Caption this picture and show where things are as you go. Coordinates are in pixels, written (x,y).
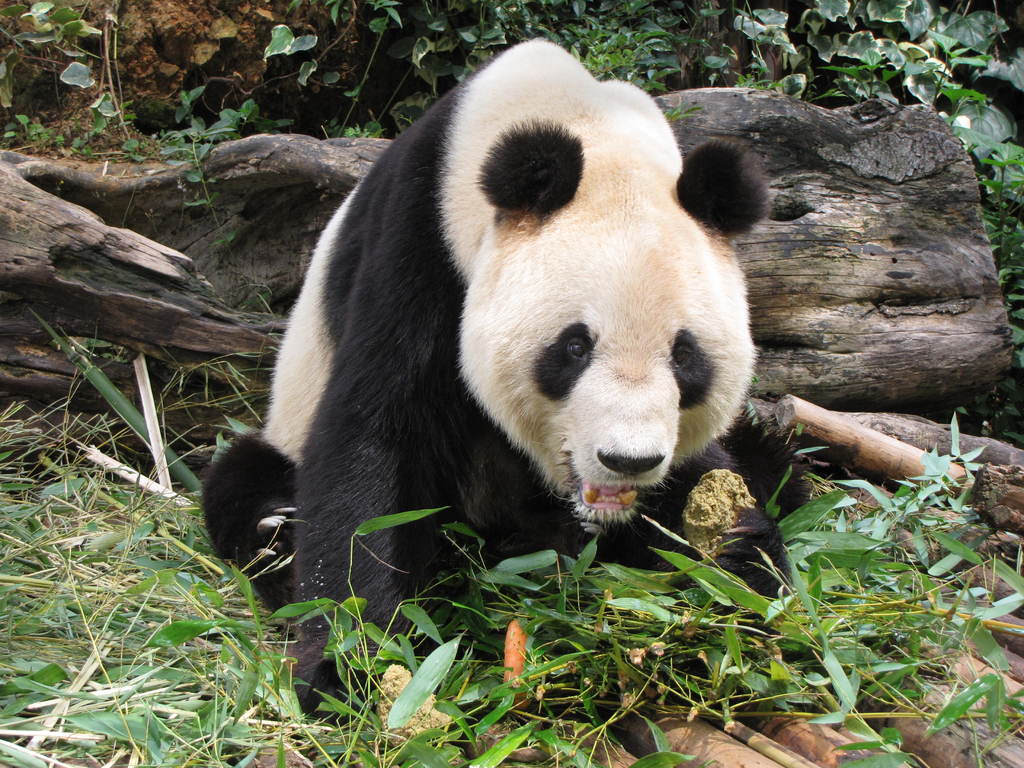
In this picture I can see a panda (581,303) and I can see tree bark (876,222) and few plants (1008,108) in the back (771,143) and I can see grass (883,565) on the ground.
